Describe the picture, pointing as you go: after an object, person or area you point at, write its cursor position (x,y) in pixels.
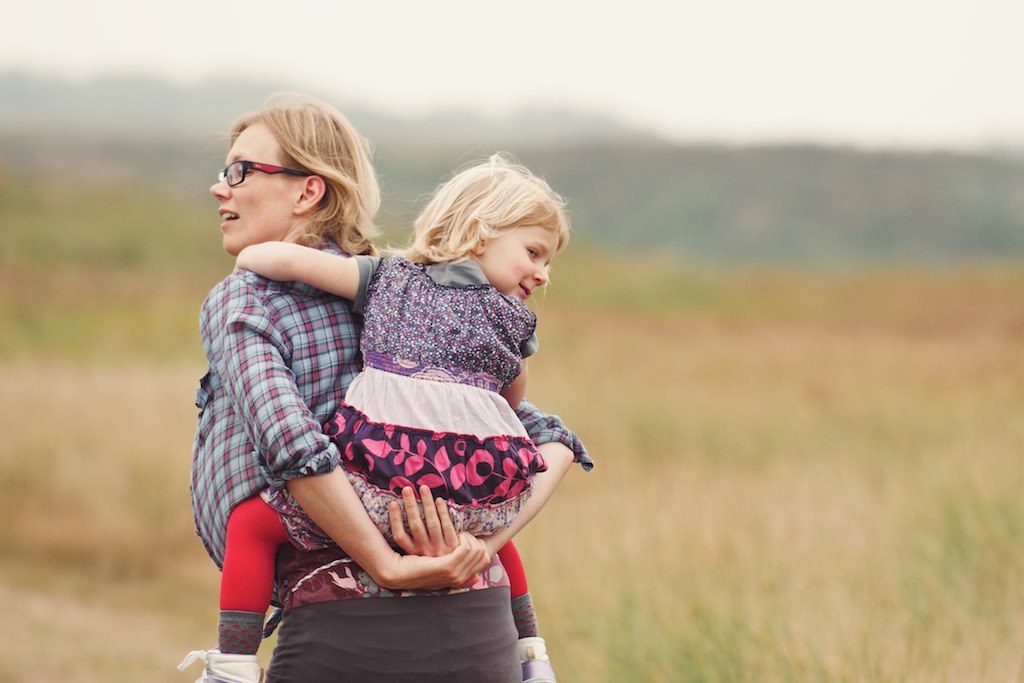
In this picture we can see a woman (222,535) wore a spectacle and carrying a girl (366,399) and in the background (85,252) we can see the grass (97,257), mountains (534,117), sky (490,63) and it is blur.
